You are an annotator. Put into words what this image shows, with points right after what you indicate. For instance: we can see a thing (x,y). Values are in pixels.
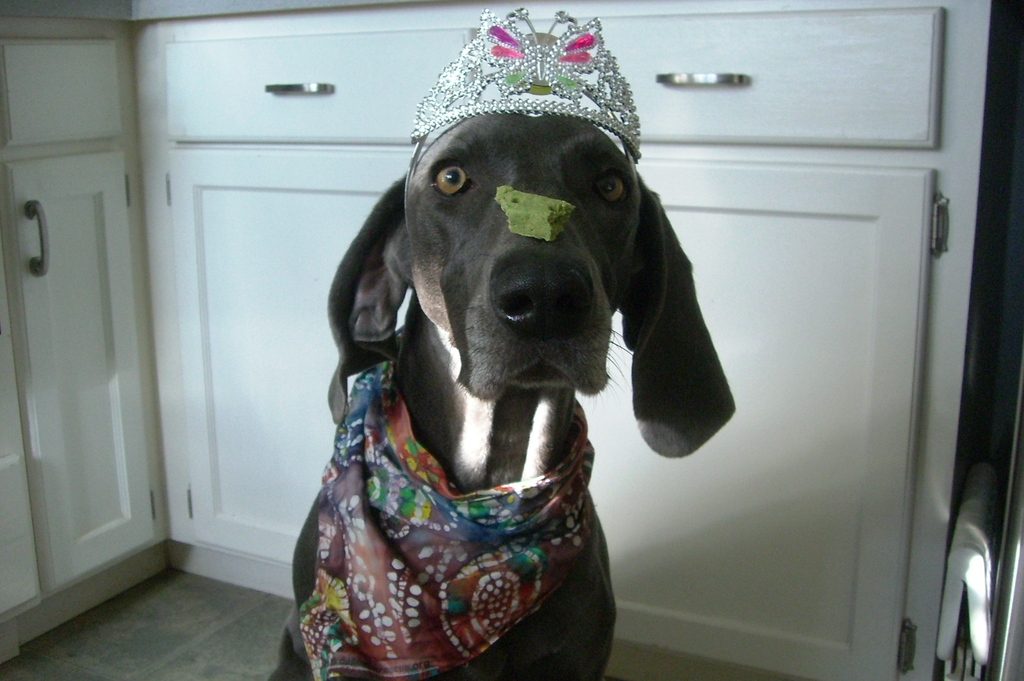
In the image I can see a dog (552,248) to which there is a crown (512,82) and has something on the nose (535,244) and behind there are some cupboards (71,467).
